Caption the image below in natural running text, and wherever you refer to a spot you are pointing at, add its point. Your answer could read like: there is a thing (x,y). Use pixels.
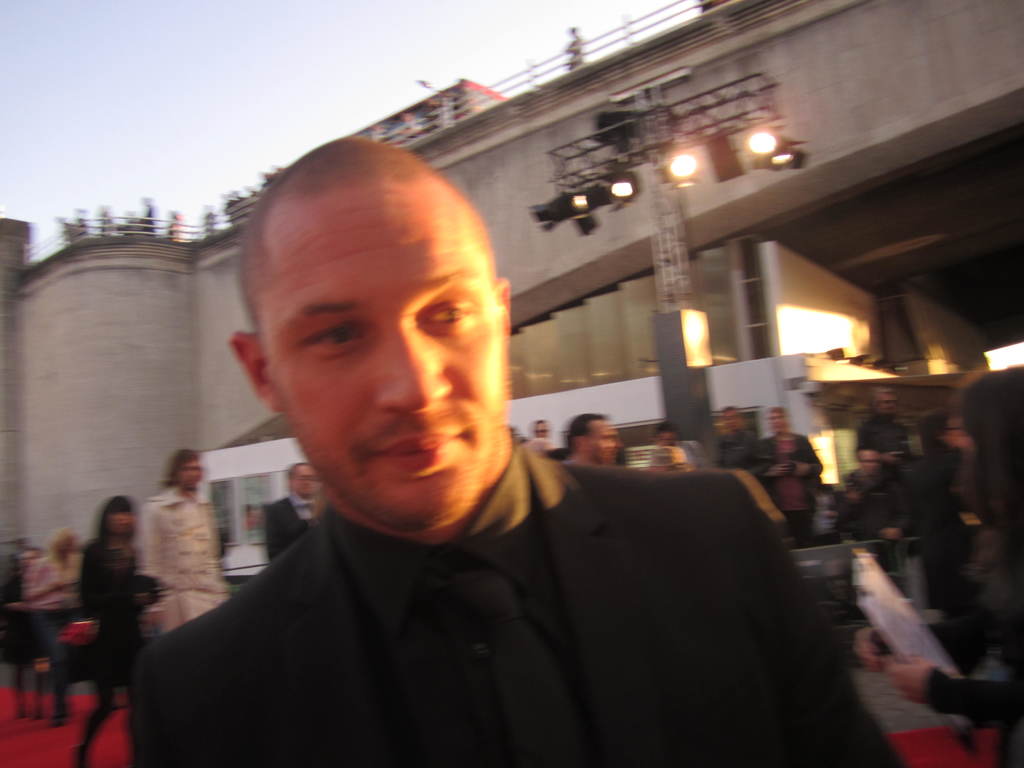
In this image we can see a person (377,620) wearing black color dress (515,629) and at the background of the image (1006,430) there are some persons (767,445) standing, walking there are some lights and bridge (225,345).
